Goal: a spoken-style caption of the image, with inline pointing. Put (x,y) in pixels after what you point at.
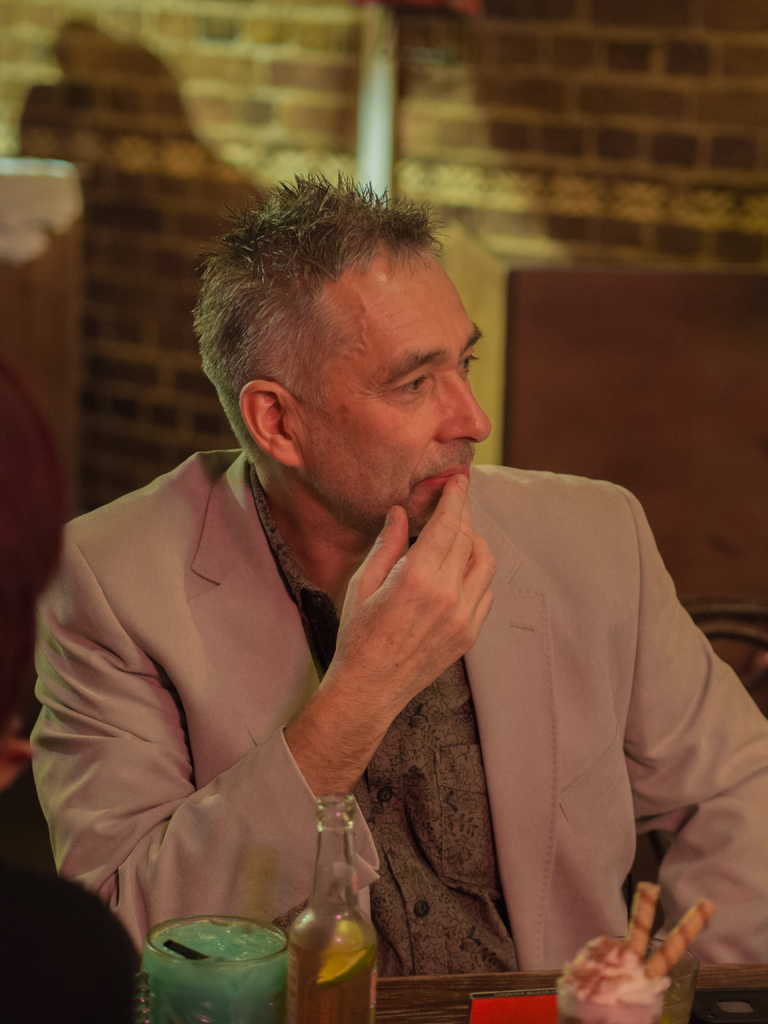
As we can see in the image there is a brick wall (100,148), a man (408,640), in front of him there is a table (431,988). On table (438,995) there is a glass (191,959) and bottle (308,951).
